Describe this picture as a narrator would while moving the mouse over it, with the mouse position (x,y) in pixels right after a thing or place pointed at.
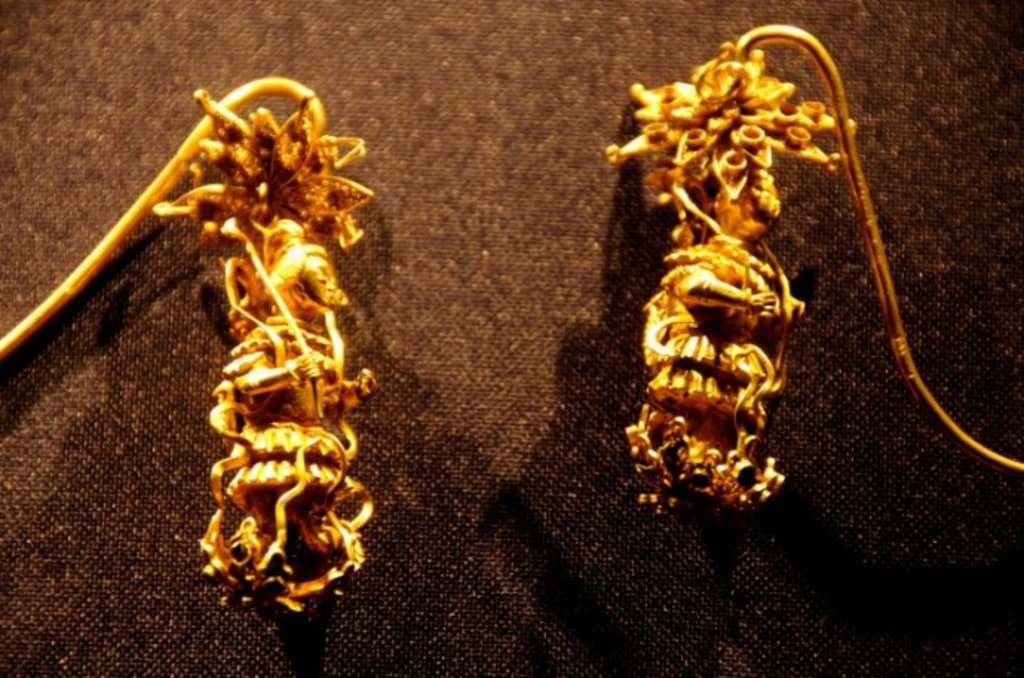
In this image I can see few golden colour mini sculptures (307,270). I can also see black colour thing (160,347) under it.
